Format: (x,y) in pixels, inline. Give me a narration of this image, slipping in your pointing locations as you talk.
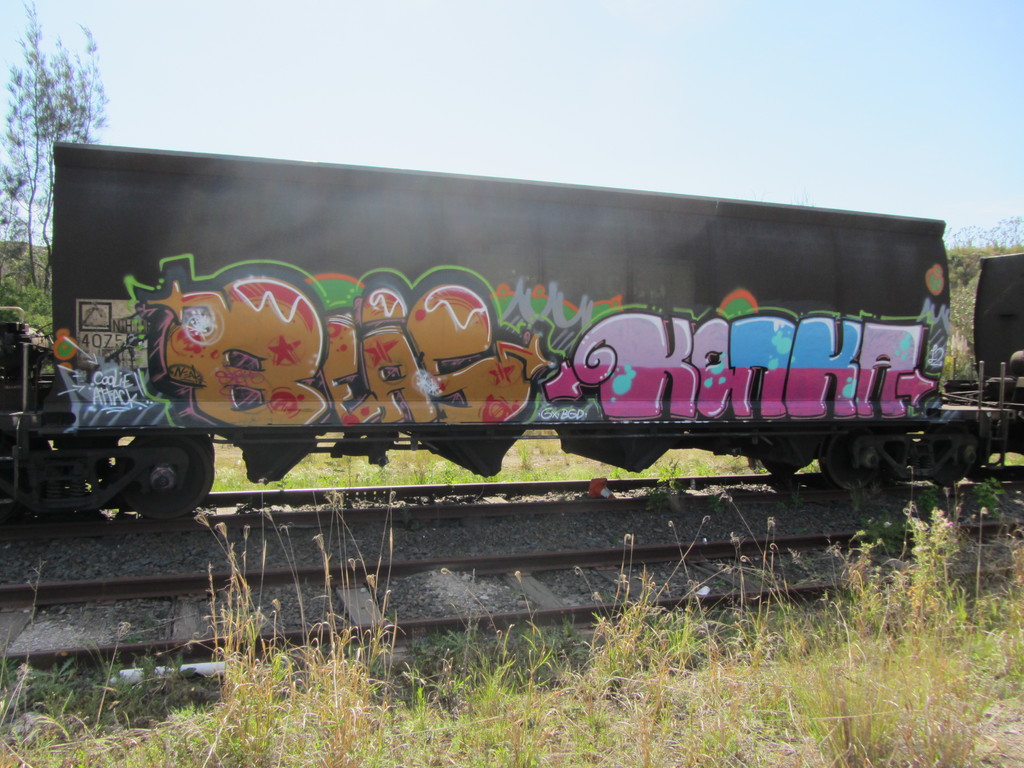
In this image I can see the train (365,429) on the track (699,500). There is a colorful painting (373,363) on the train (244,363). To the side of the train (244,416) there is a grass (549,666) and trees (54,130). In the background (541,124) I can see the sky (771,142).
